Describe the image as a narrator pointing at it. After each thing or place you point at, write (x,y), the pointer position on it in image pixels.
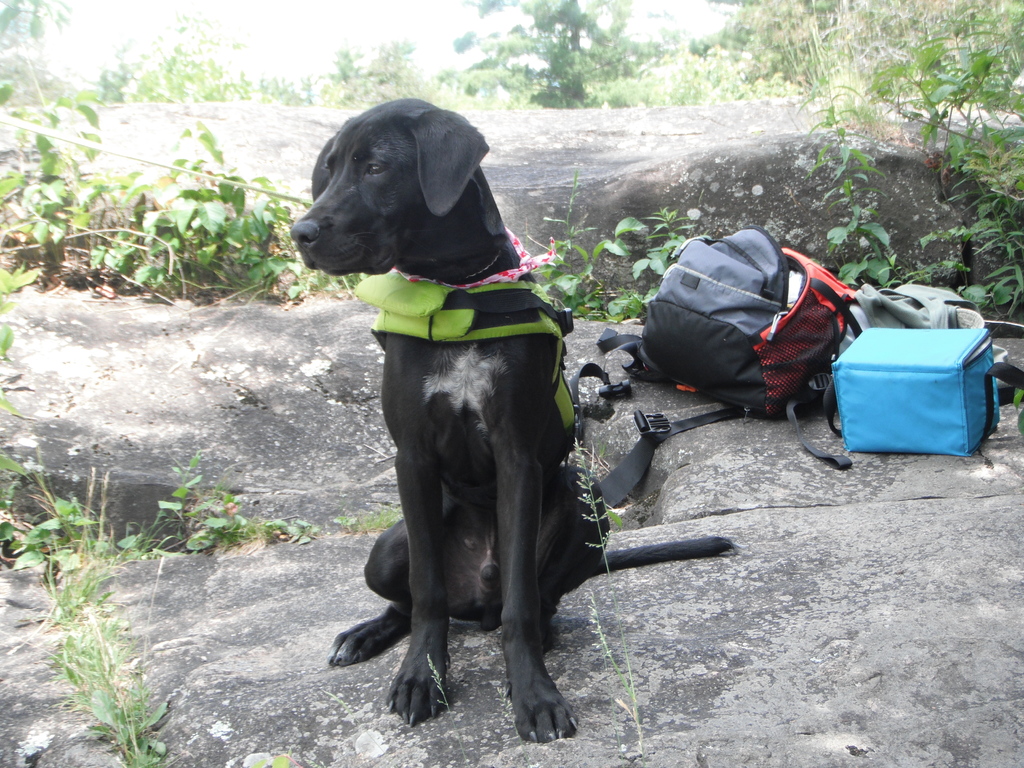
In the middle (473,348) there is a dog (470,480). dog (457,409) is staring at something On the right (792,305) there are bags (833,338). In the background (743,41) there are trees (665,35) and plants (662,48). I think this is a hill station (694,600).
